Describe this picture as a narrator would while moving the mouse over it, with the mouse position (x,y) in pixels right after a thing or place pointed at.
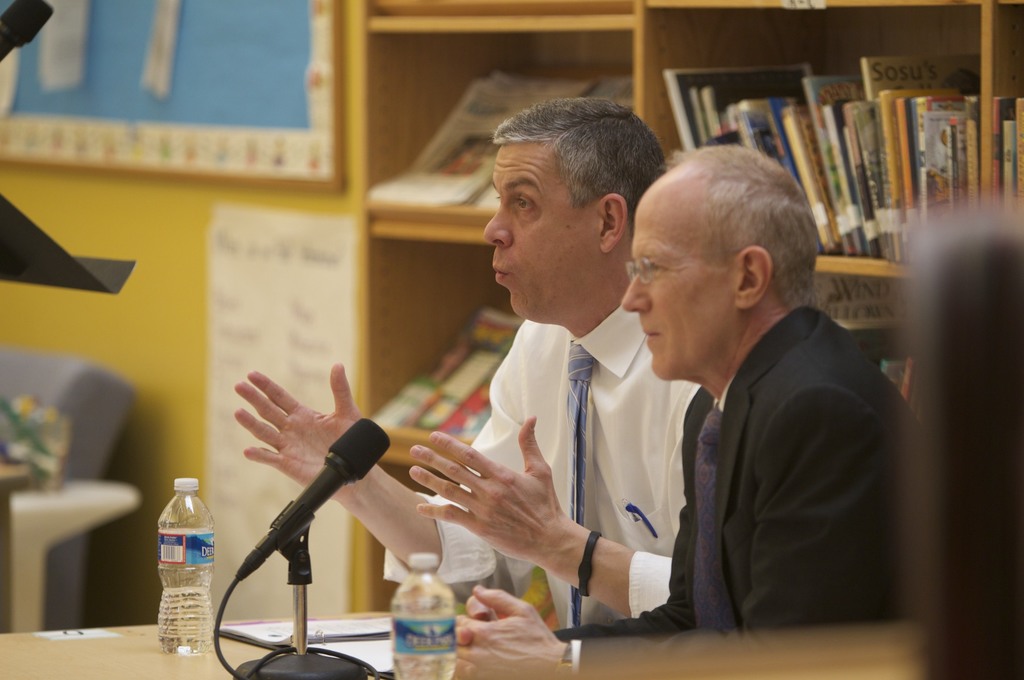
In this image I can see two people (647,476) with different color dresses (616,469). I can see the table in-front of these people (370,528). On the table (166,654) I can see the mic (311,575), papers (326,646) and bottles (186,654). In the background (451,252) I can see the books (838,157) inside the cupboard (406,152). To the side I can see the board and paper (219,314) to the wall (108,249).
